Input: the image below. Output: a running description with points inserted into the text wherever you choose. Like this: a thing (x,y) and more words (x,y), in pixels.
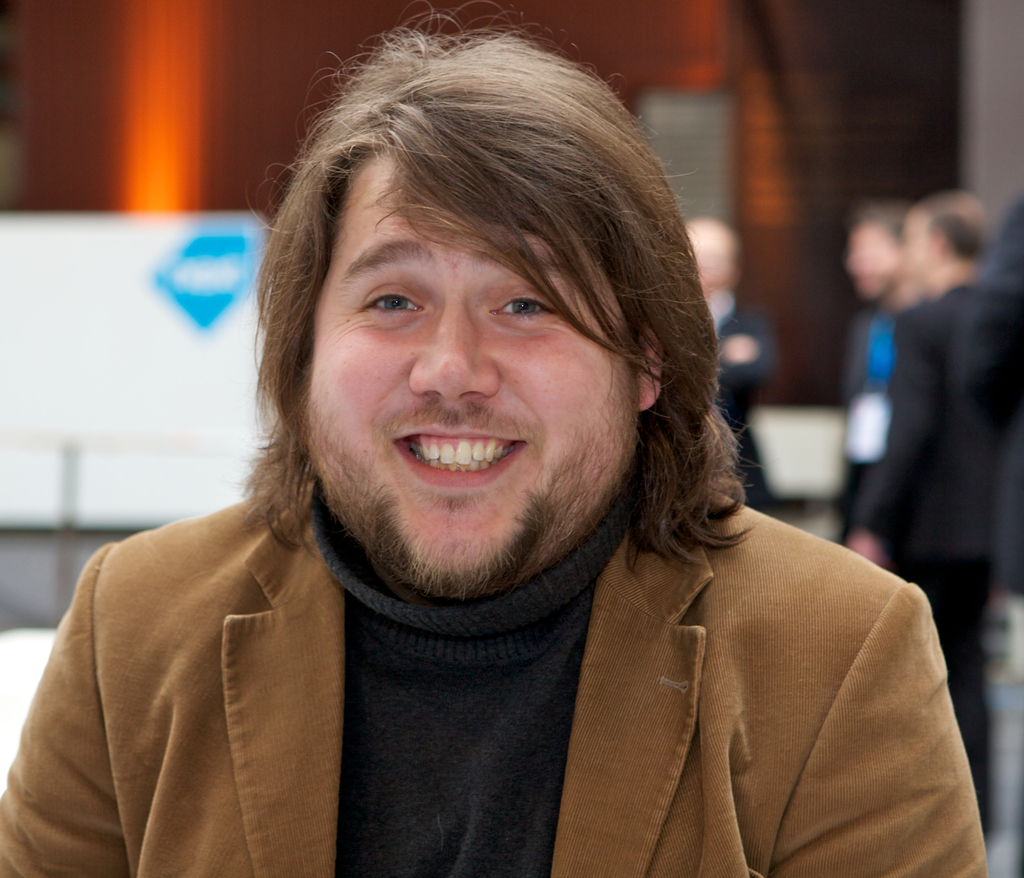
In this picture, there is a man (316,417) wearing a brown blazer (703,685) and a black sweater (520,756). Towards the right (859,325), there are people (1006,355) wearing blazers (743,307).
